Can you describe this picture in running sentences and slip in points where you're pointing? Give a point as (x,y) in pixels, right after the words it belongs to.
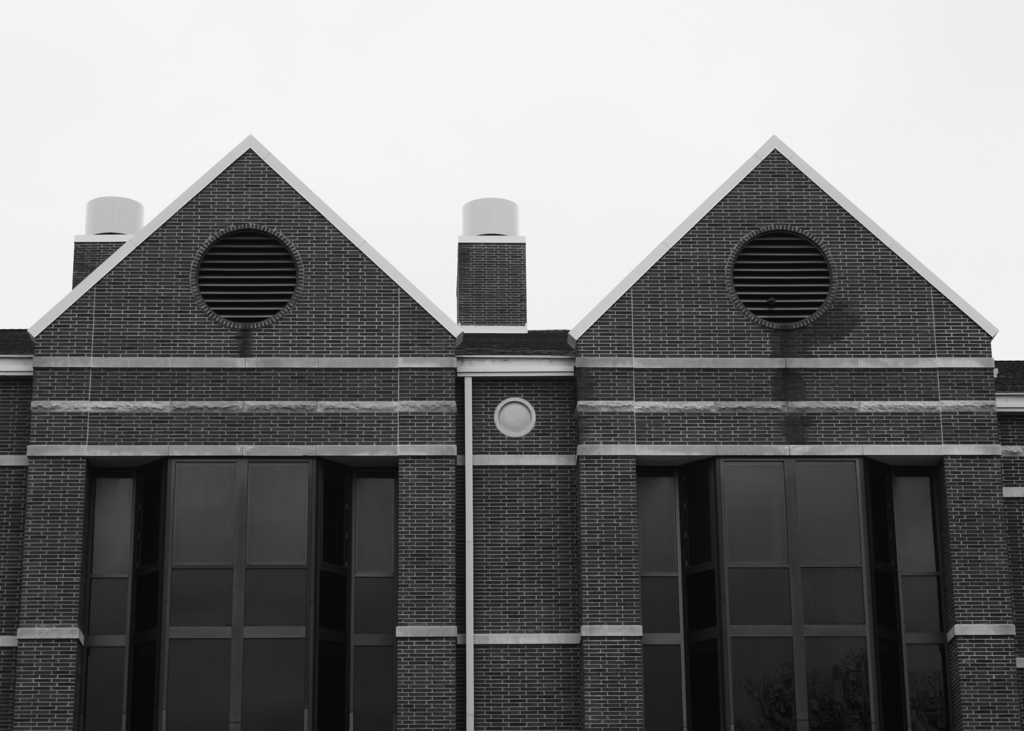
In this picture I can see a building (527,454) in front (945,341) and I see 2 windows (345,516) and I see the white color background (32,168) and I see that this is a black and white picture.
